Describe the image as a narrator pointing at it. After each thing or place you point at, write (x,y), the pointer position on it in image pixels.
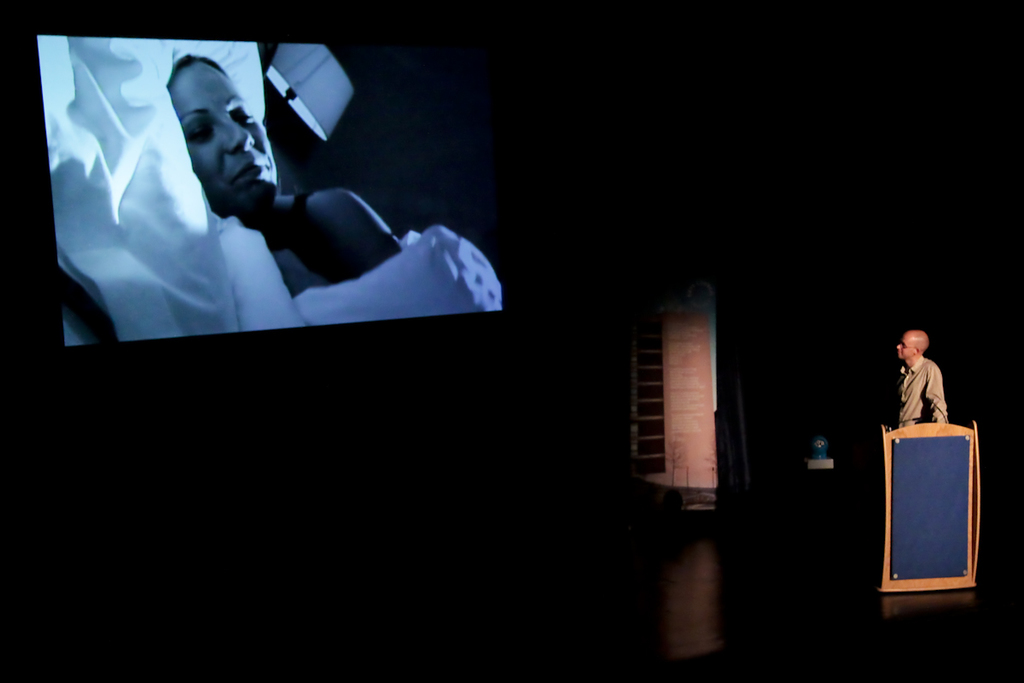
In this image I can see a man (900,387) is standing. Here I can see a podium (970,512). I can also see a screen (54,109) over here and on this screen (343,115) I can see a woman (224,180) and a lamp (283,74). I can also see this image is little bit in dark.
